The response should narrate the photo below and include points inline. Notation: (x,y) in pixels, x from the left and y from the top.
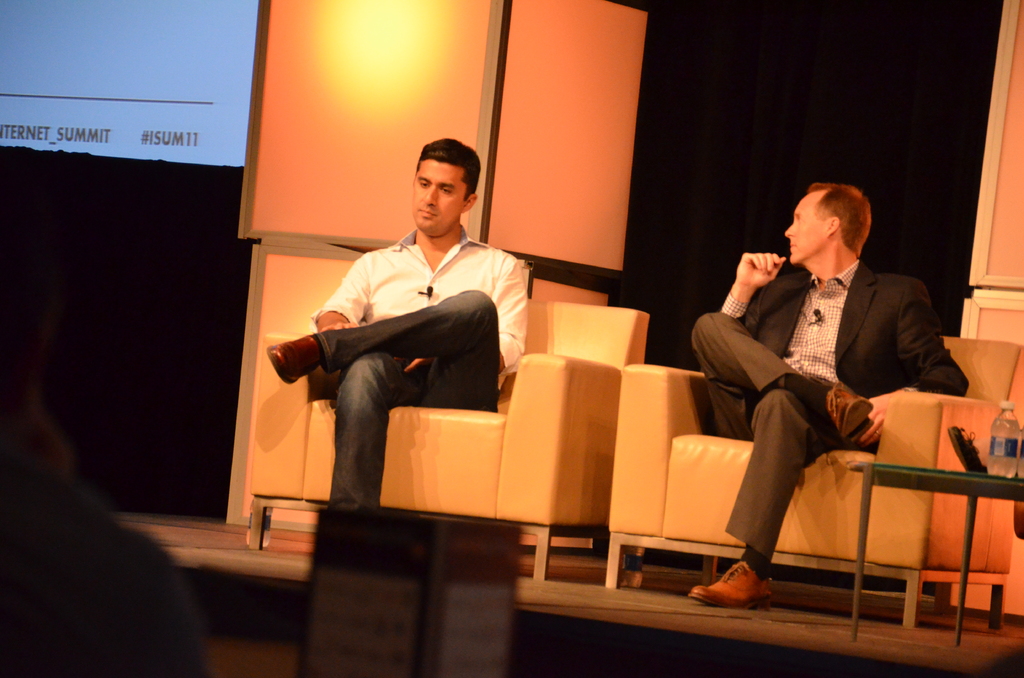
In this image I can see two people (754,333) sitting on the couch (661,429). These people (813,345) are wearing the different color dresses (734,315). To the right (976,478) I can see the bottle (1003,427) on the table (944,478). To the left (171,136) I can see the screen (197,73) and there is a black background (708,113).
